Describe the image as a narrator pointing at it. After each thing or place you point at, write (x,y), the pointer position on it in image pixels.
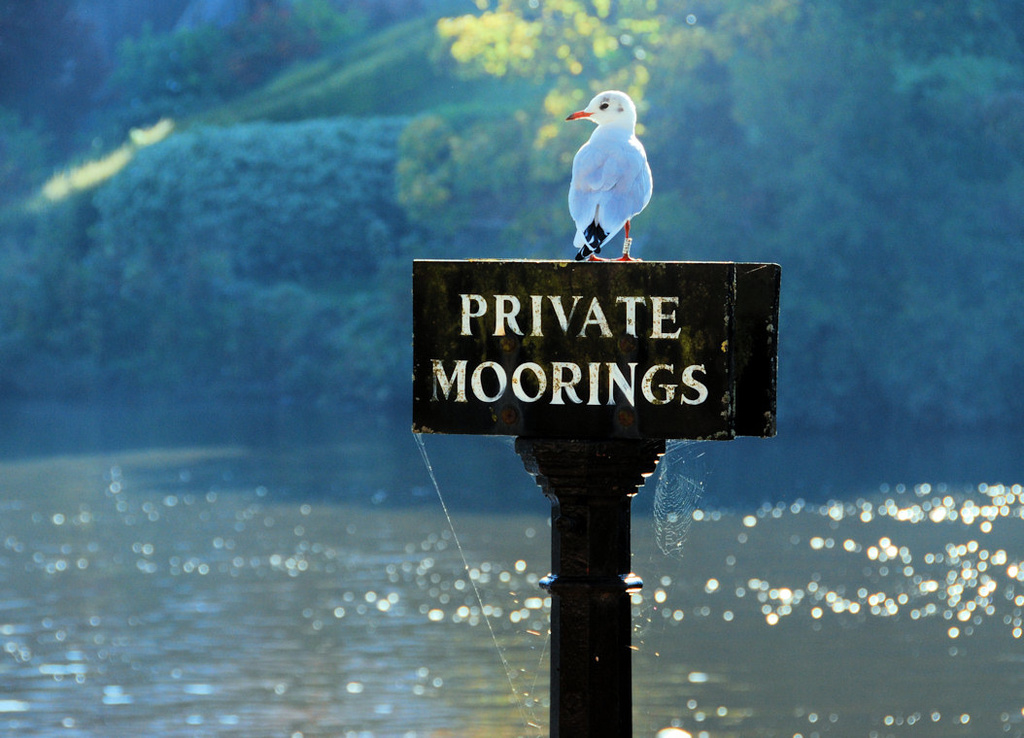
In this image we can see a bird (600,197) on a black color pole (612,635). In the background (451,182), we can see greenery (291,195) and water (308,581).
